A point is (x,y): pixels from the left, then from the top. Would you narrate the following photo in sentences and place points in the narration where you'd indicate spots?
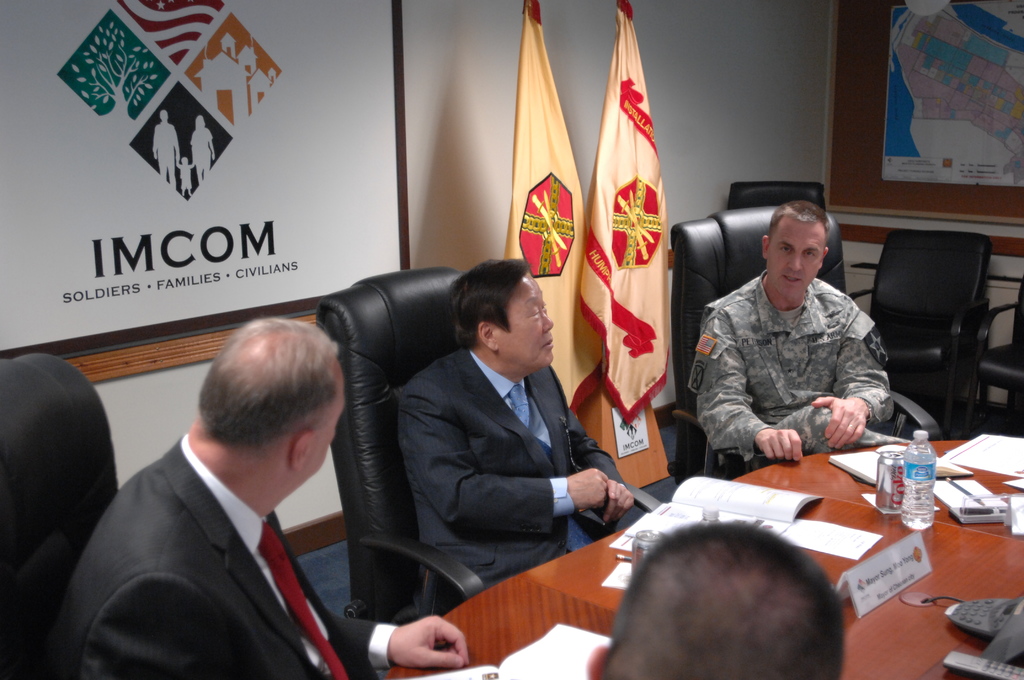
In this image in the center (435,380) there are persons (485,473) sitting on the chair (674,350). In the front (893,459) there is a table (955,562) and on the table (954,594) there are papers (786,521), there is a bottle (915,499) and there is a tin can (896,496) and there is a name plate (886,587) and there are remotes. In the background (525,241) there are flags (628,174) and there are boards (293,167) on the wall (687,152) with some text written on it and there is a map (984,86) and there are empty chairs (926,295).
